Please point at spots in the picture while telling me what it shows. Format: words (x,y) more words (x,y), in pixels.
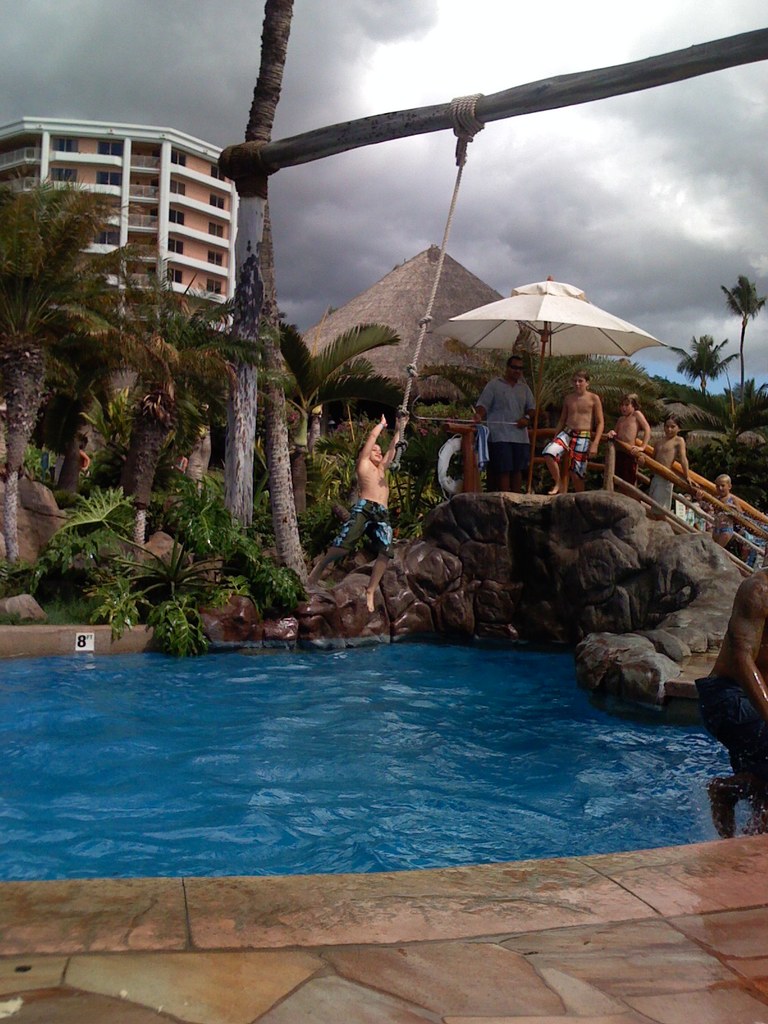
In this image I see the path (362,967) over here and I see a pool (205,772) over here and I see the white color umbrella (539,309) over here and I see the sticks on which there is a rope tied over here and I see few people (579,429) and I see a boy (369,460) over here who is in air. In the background (323,503) I see the trees (278,382), a building (211,288) over here and I see the cloudy sky (387,171) and I see a number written on this white paper (84,638).
